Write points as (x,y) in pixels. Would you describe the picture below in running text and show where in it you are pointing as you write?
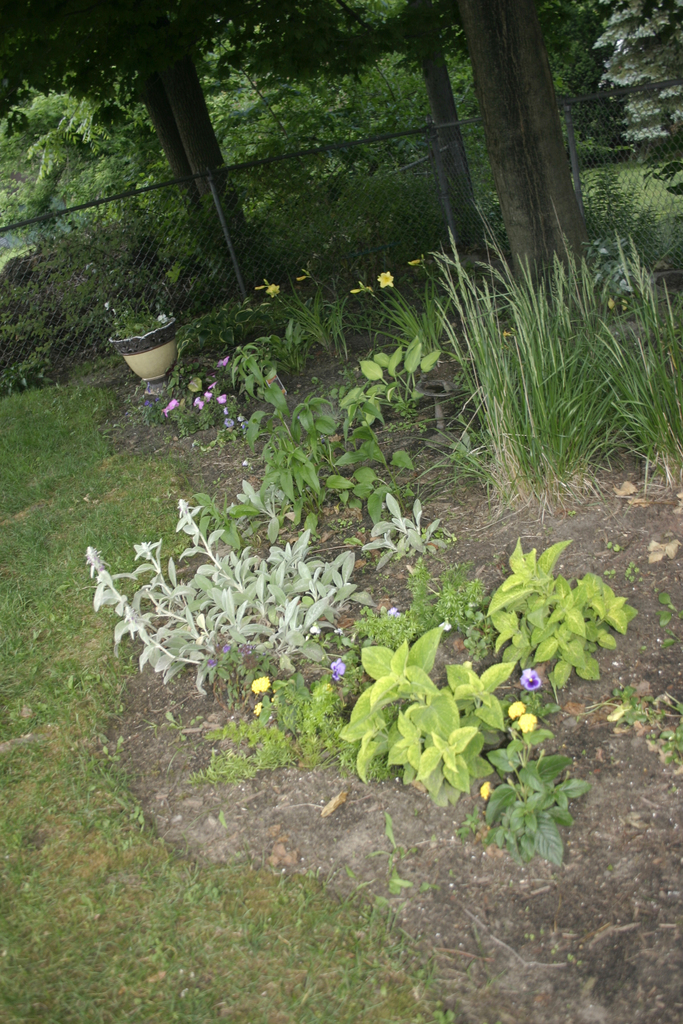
In this picture we can see some trees (596,19), grass (35,801) and plants (407,881).
